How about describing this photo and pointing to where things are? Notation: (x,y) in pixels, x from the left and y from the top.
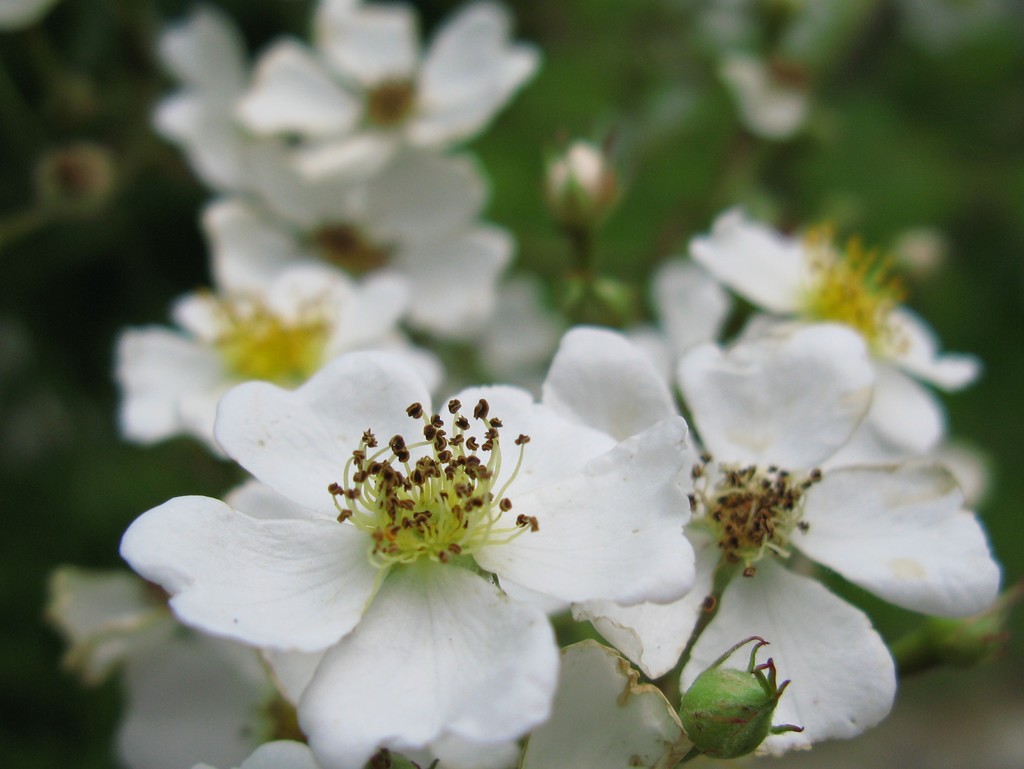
There are plants (445,67) having white color flowers (680,557). And the background (42,63) is blurred.
